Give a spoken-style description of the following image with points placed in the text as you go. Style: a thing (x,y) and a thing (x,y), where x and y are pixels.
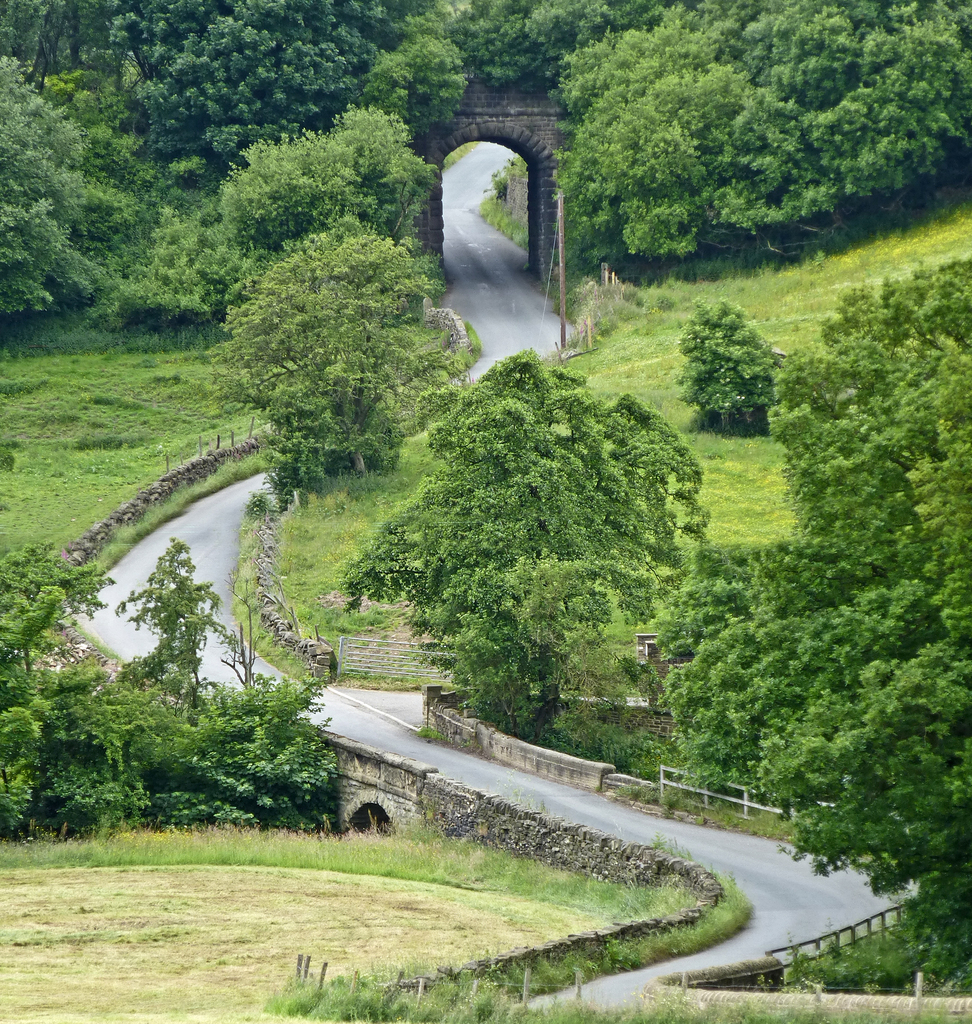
Beside this road (148,558) we can see grass (515,914), plants (615,749) and trees (420,197).
